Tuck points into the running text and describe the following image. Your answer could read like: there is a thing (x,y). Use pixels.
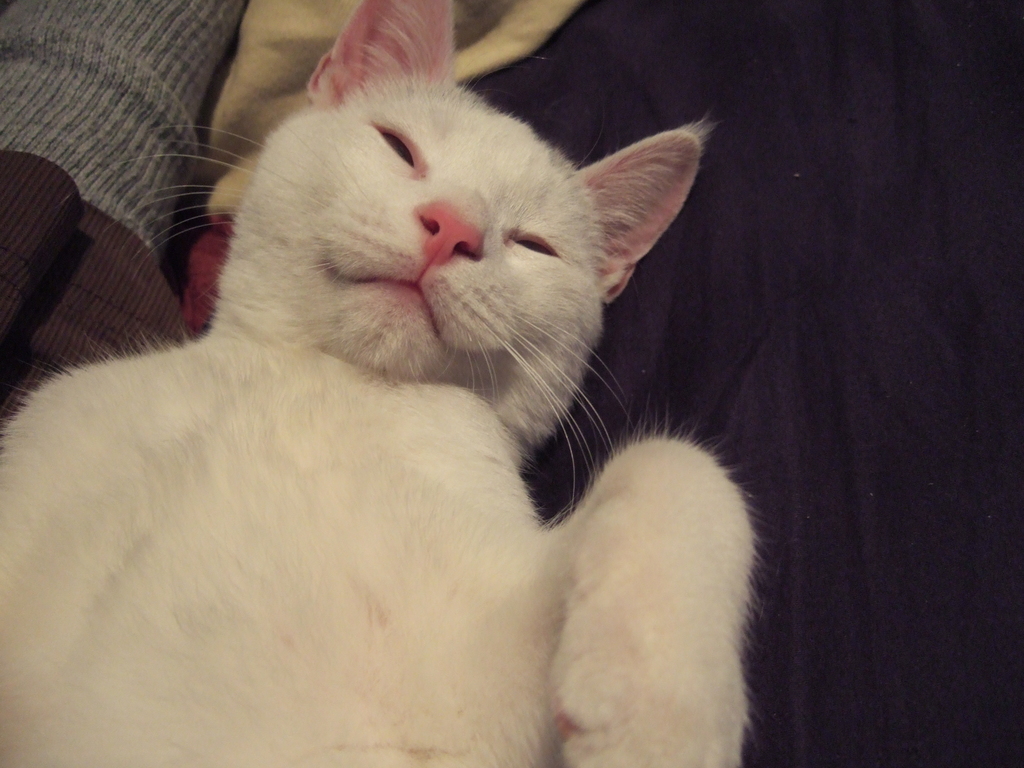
In this picture I can see white color cat (297,495). In the background (77,311) I can see clothes (89,144) and some other objects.
